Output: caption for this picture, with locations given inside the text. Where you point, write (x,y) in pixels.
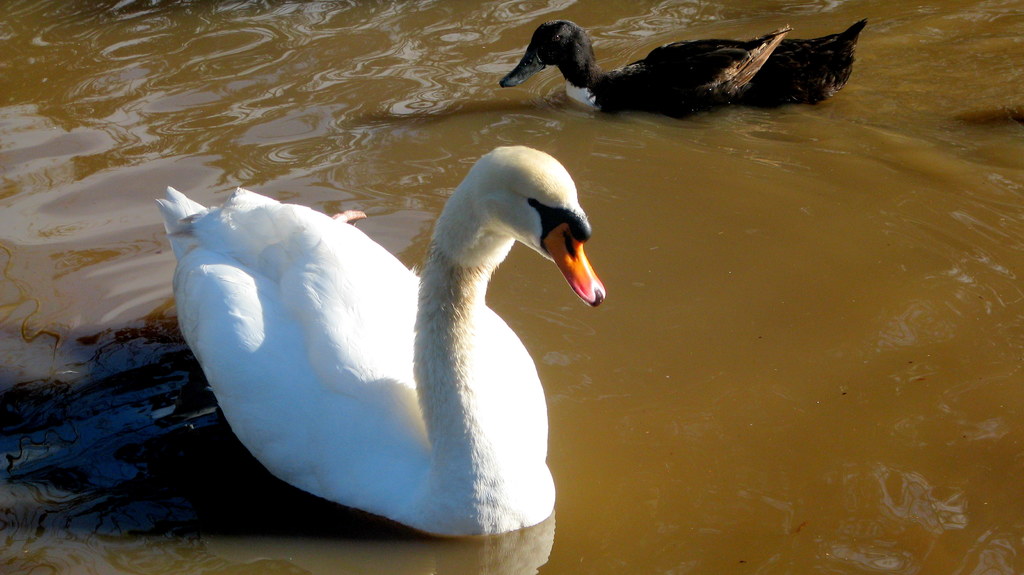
In this image, we can see a swan (579,271) and a duck (691,46) in the water (643,273).
